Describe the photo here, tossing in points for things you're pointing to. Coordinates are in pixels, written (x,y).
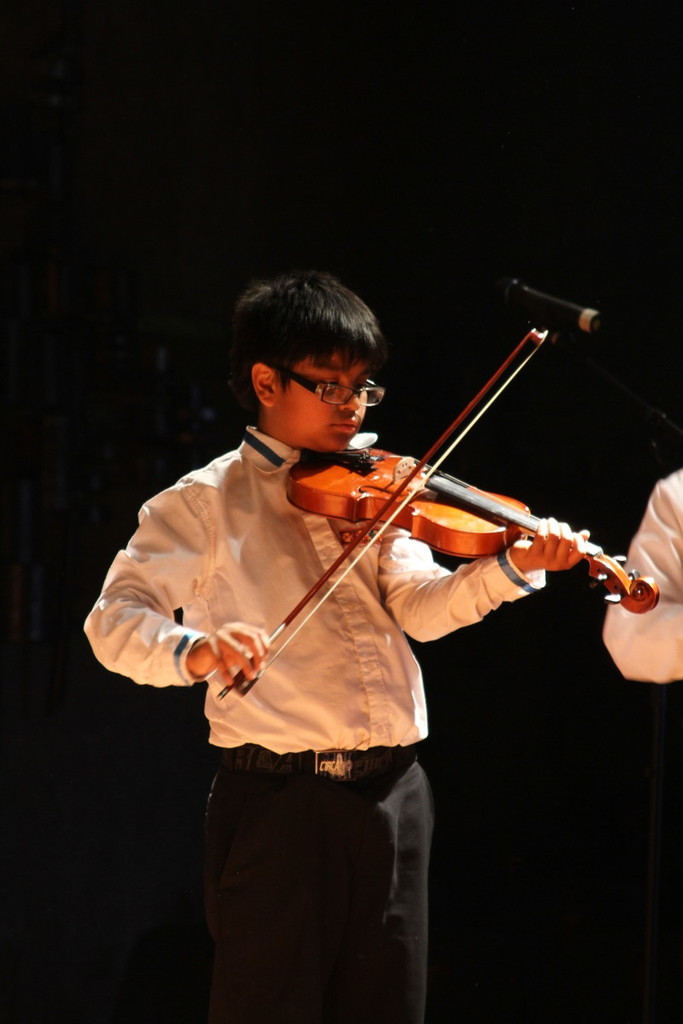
In this image there is one boy (319,596) who is standing and he is wearing white shirt (297,639) and he is playing a violin (455,533).
